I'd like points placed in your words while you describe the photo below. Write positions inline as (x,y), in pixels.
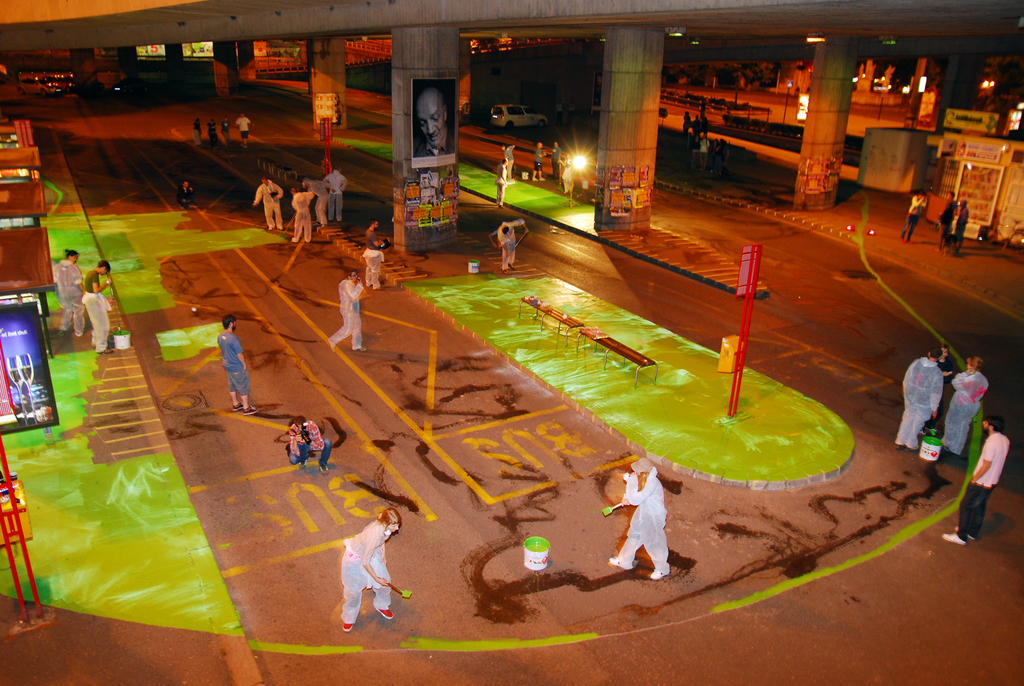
Here we can see group of people (959,409) on the road (1009,534). There are buckets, benches (638,376), poles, boards (7,411), hoardings (6,365), pillars (334,41), and vehicles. In the background (13,62) we can see buildings (1017,202) and lights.
